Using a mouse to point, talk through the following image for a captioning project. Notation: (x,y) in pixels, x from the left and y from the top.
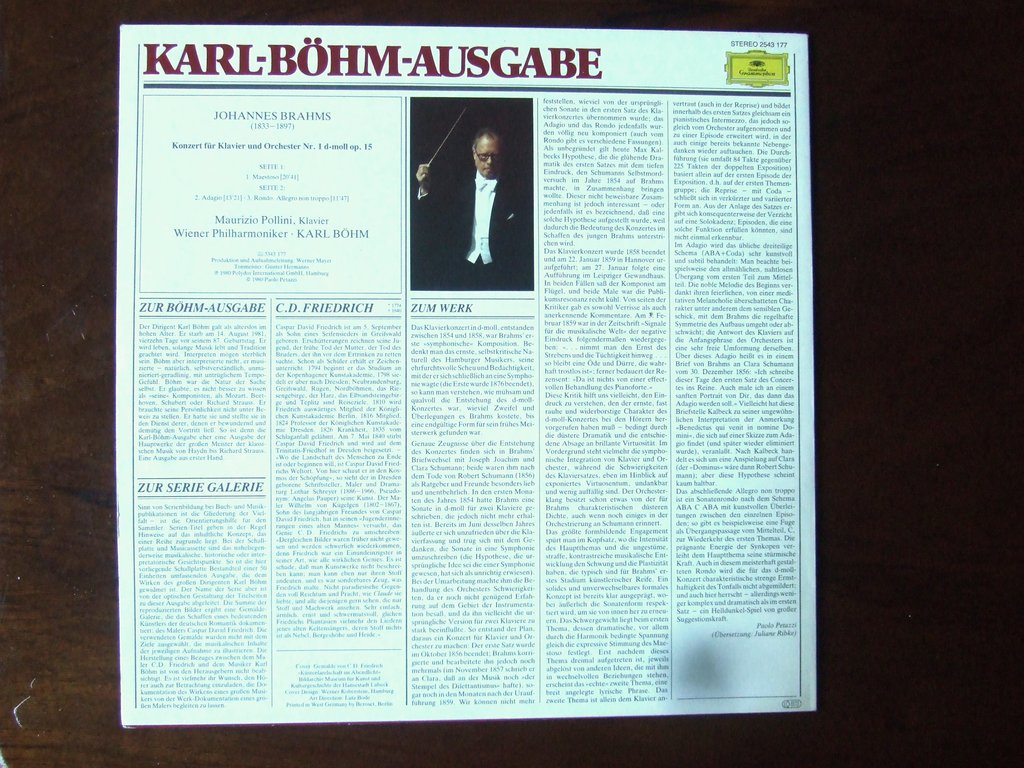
In the center of the image (506,274) there is a newspaper (169,25) in which there is a person (419,198) wearing a black color suit (496,233).
